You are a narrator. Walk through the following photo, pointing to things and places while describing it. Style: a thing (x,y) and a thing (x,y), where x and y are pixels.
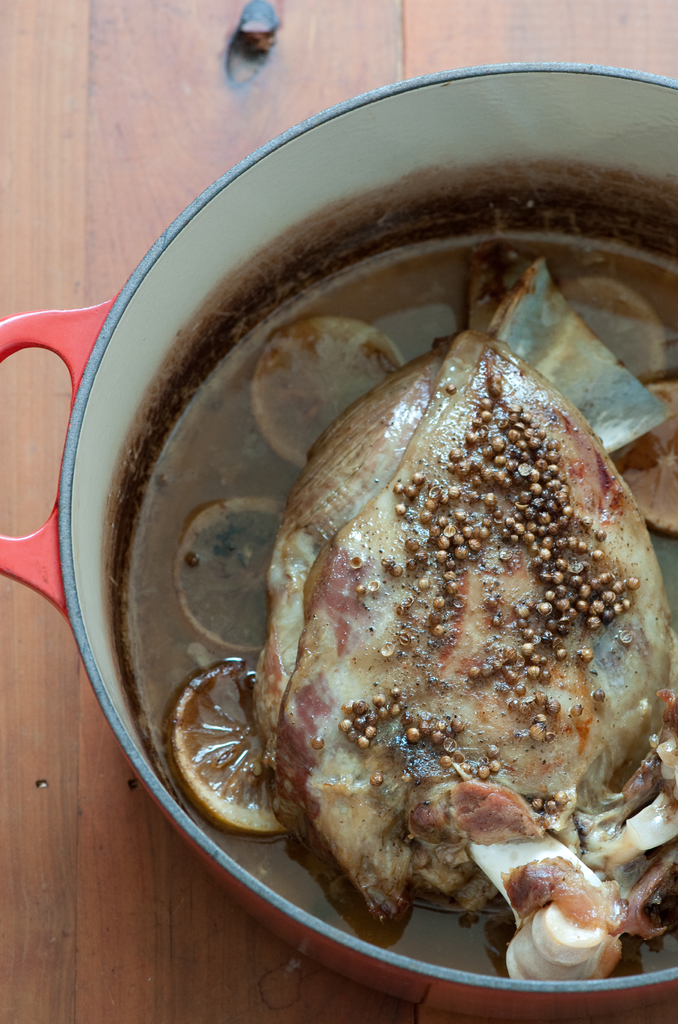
In this image, I can see a utensil (159,780), which is filled with the food (488,759). This looks like meat (371,624). I think this is a wooden board (155,177).
